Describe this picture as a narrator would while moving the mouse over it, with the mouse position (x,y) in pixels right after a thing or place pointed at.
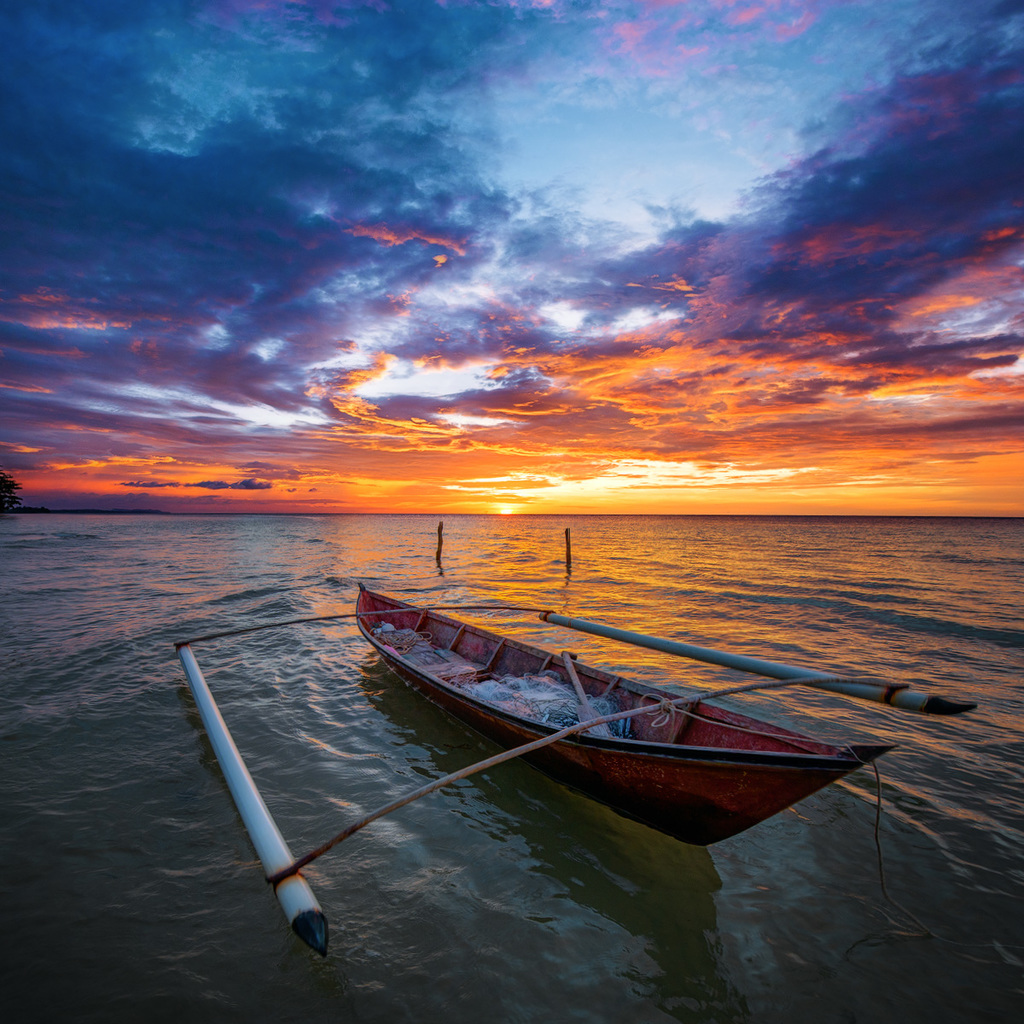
In this image at the bottom (283,824) there is a sea (822,717), in that sea (186,705) there is one boat (234,740) and two poles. On the top of the image (559,320) there is sky (793,322).
